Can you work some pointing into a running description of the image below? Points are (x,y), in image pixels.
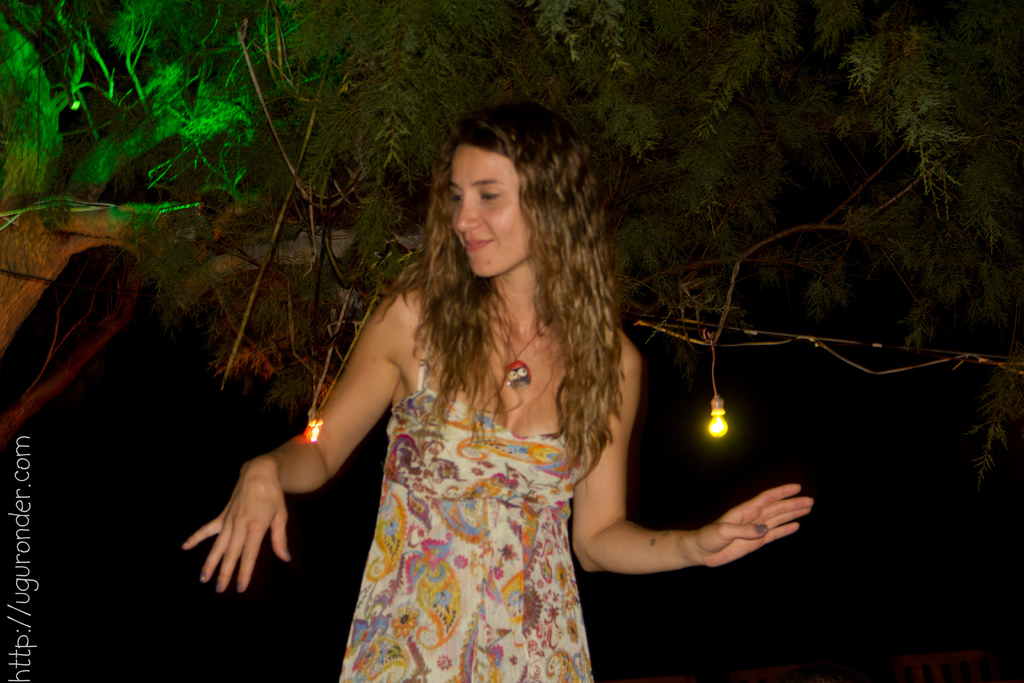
In this image we can see one woman (243,530) standing, left side of the image (21,667) there is some text (15,657) on this image and there are two lights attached the big tree (292,325).
